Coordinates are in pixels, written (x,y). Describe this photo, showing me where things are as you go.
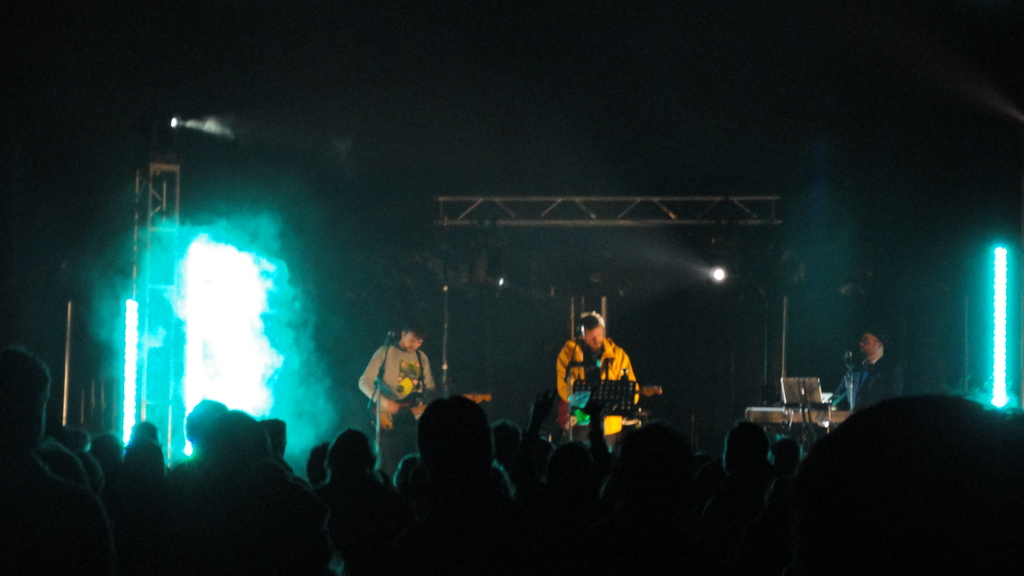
This image is clicked at outdoor. In the middle (590,370) there is a man (584,373) he wear yellow jacket (618,376). On the right (873,385) there is a man (870,394) he is playing keyboard (834,409). On the left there is a man (387,372) he is playing guitar (409,406). At the bottom (514,482) there are many people (447,505). In the background (1000,294) there is a light (1002,331).
